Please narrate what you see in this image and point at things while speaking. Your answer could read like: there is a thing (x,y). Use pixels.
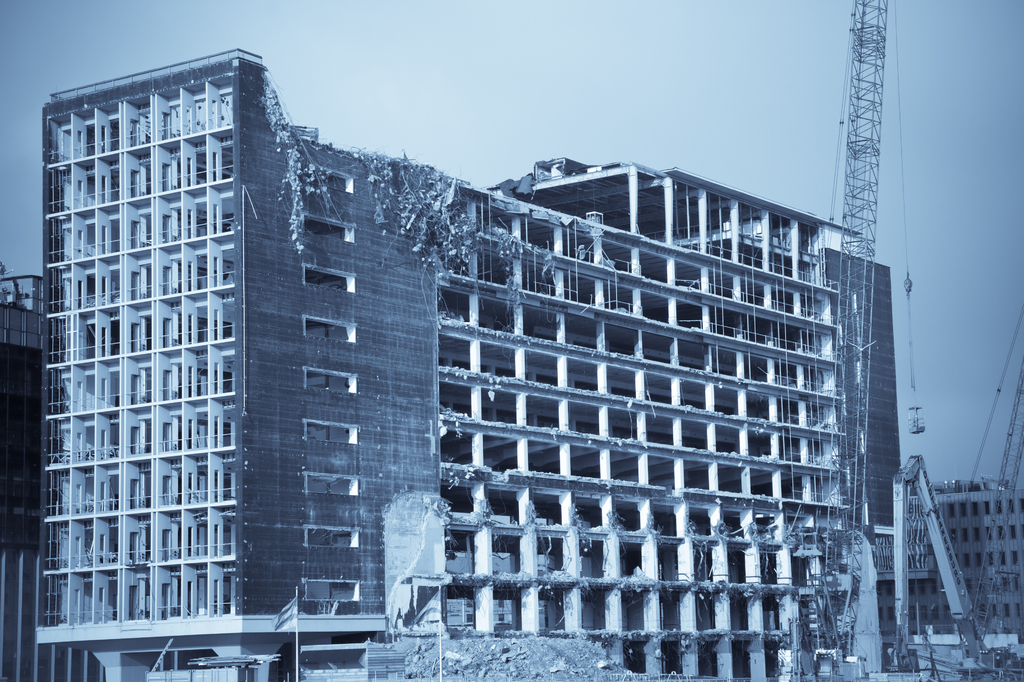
In this image I see buildings (680,441) and I see the rods (861,189) over here and I see a vehicle (974,640) over here and I see the 2 flags (295,665). In the background (453,20) I see the sky (662,141).
